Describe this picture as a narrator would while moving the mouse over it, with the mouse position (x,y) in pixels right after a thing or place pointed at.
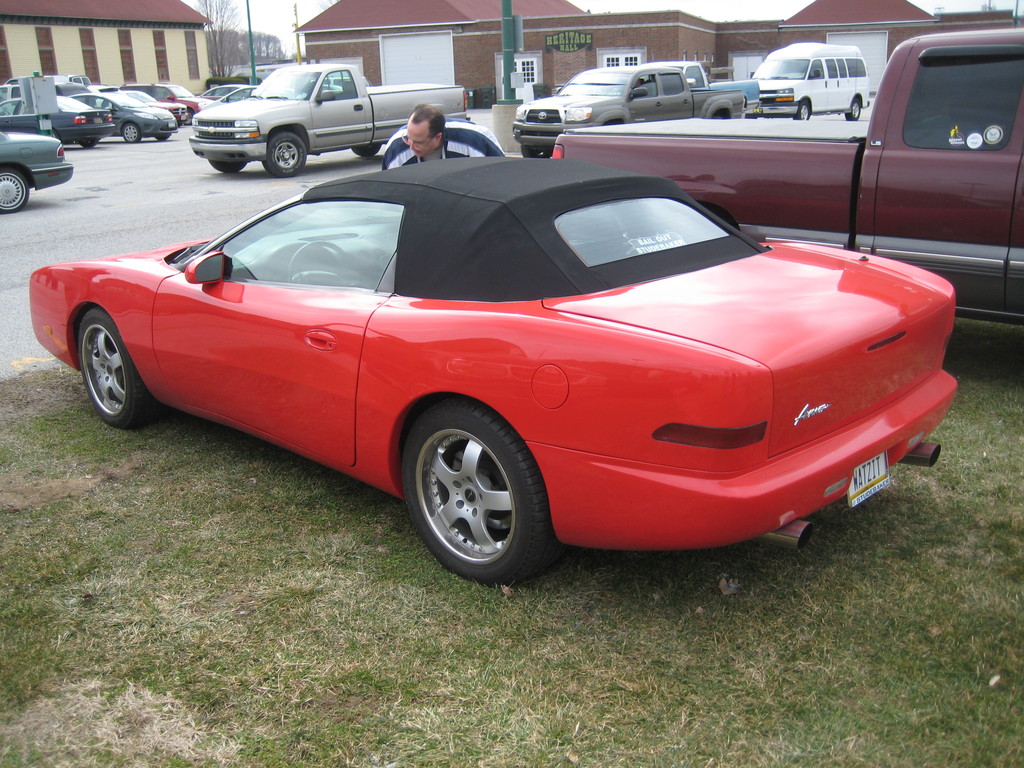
In this image there is a road (47,236), on the road (54,253) there are some vehicles (238,111), person (396,144), pole (510,75), houses (436,62), tree (206,35), there is the sky (760,6) at the top (745,4).
